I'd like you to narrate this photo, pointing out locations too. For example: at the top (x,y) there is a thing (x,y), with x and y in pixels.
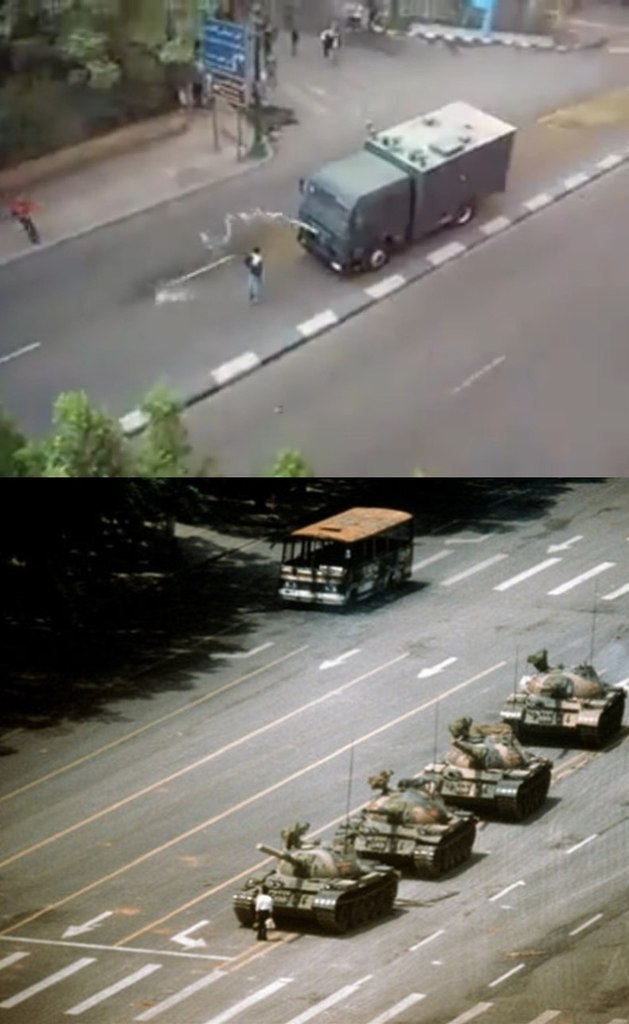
In this picture we can see group of people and few vehicles (348,588) on the road (334,686), and also we can see few trees (175,88) and sign boards (244,91).
